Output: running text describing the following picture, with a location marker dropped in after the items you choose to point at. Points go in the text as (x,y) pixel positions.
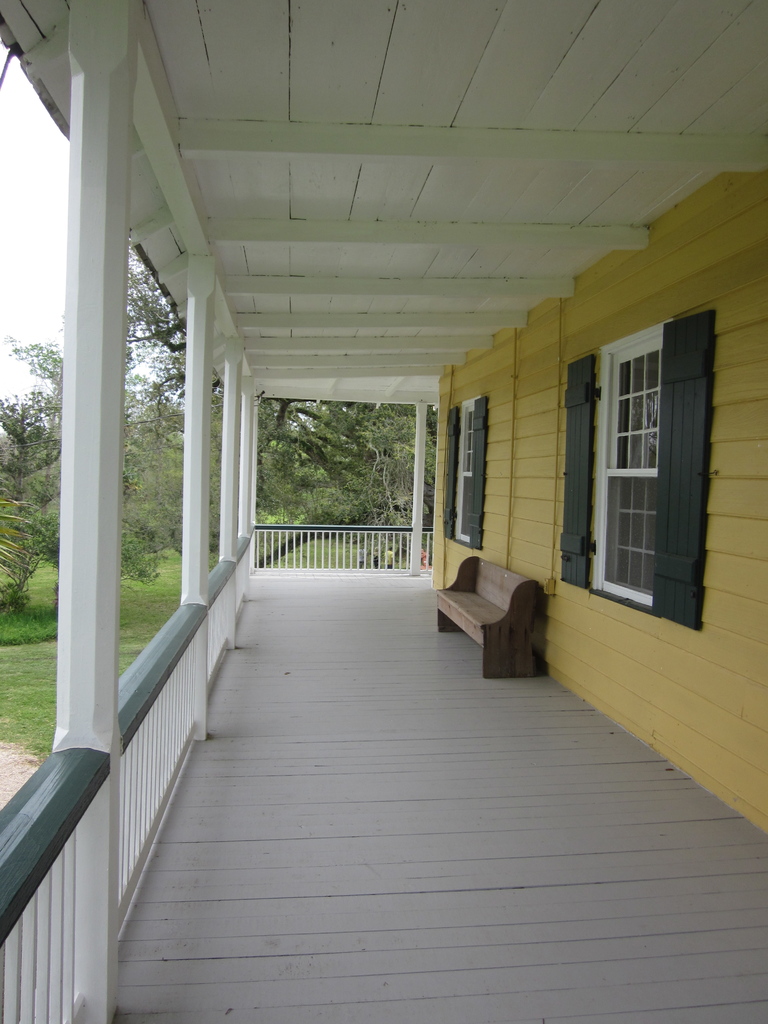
In this image there are windows (472,537), bench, house (325,53), iron grills (23,848), trees (8,496), sky (17,73).
